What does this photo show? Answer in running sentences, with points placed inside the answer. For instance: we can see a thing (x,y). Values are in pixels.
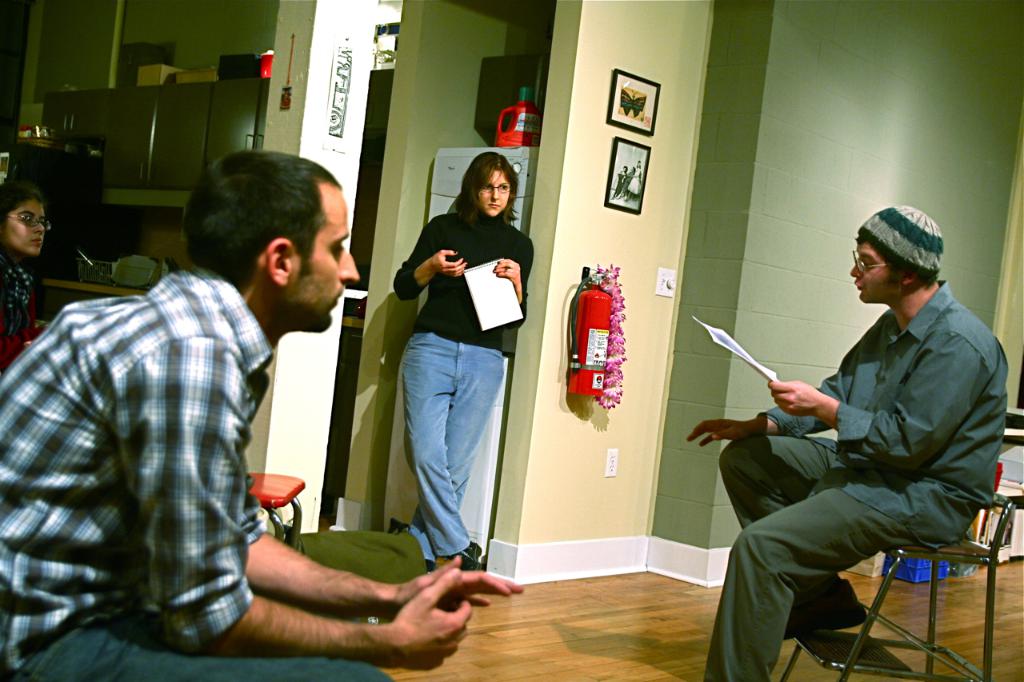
In the image we can see there are people (812,522) who are sitting on chair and a woman (470,371) is standing and holding paper (489,293) in her hand (517,292).
